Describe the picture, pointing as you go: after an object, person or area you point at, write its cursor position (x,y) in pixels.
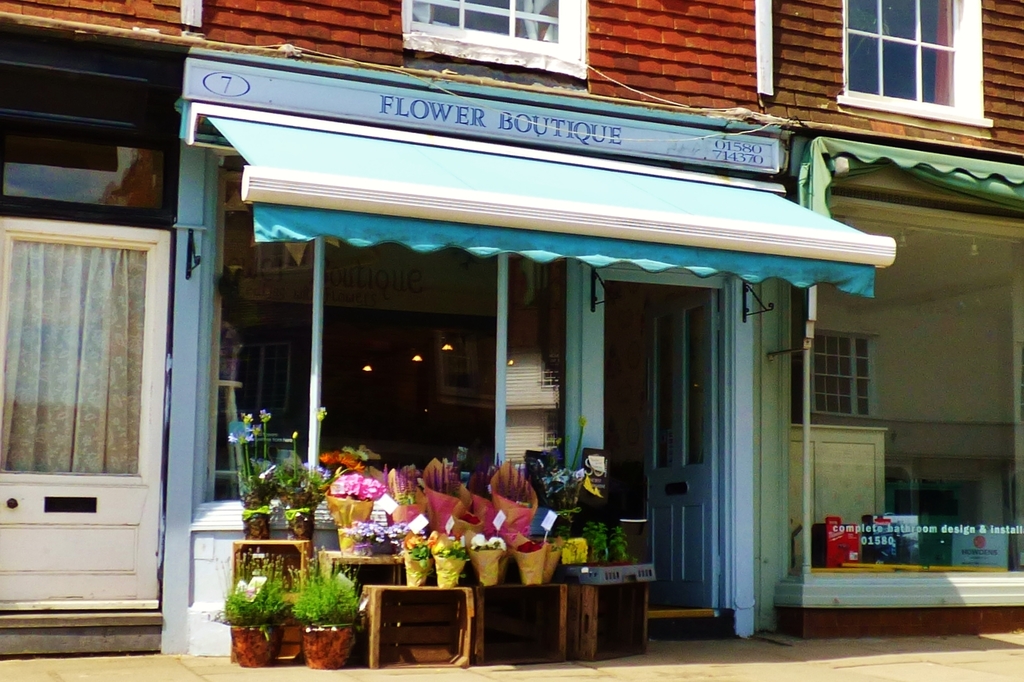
In this image, we can see a building (740,21) with windows (938,9). We can also see a store (217,155). We can see the board (464,113) with some text (584,142). There are a few poles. We can see some flower bouquets (480,553) on stools (412,603). We can also see some pots (311,652) with plants (334,617). We can see some doors (150,314). We can see some glass (1014,520) on the right (831,463). We can also see some objects (865,545). We can also see some cloth (111,385). We can see some lights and the ground (278,669).
